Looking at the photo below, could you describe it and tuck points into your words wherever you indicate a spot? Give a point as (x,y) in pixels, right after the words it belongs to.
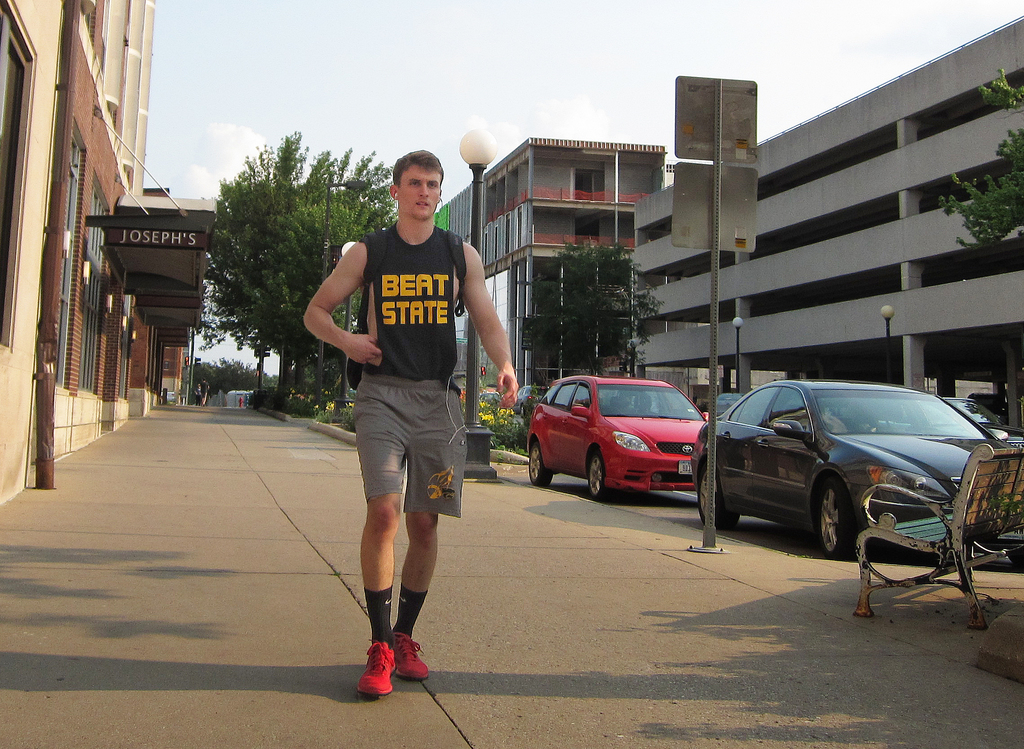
In the center of the picture (404,283) there is a person (409,472) walking on the footpath (656,613). On the right (785,198) there are cars (748,422), sign boards (755,176), bench (915,526), buildings (918,248), trees (611,318). In the center of the background (277,199) there are trees (381,225), plants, streetlights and people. On the left (81,270) there are buildings (103,303).
